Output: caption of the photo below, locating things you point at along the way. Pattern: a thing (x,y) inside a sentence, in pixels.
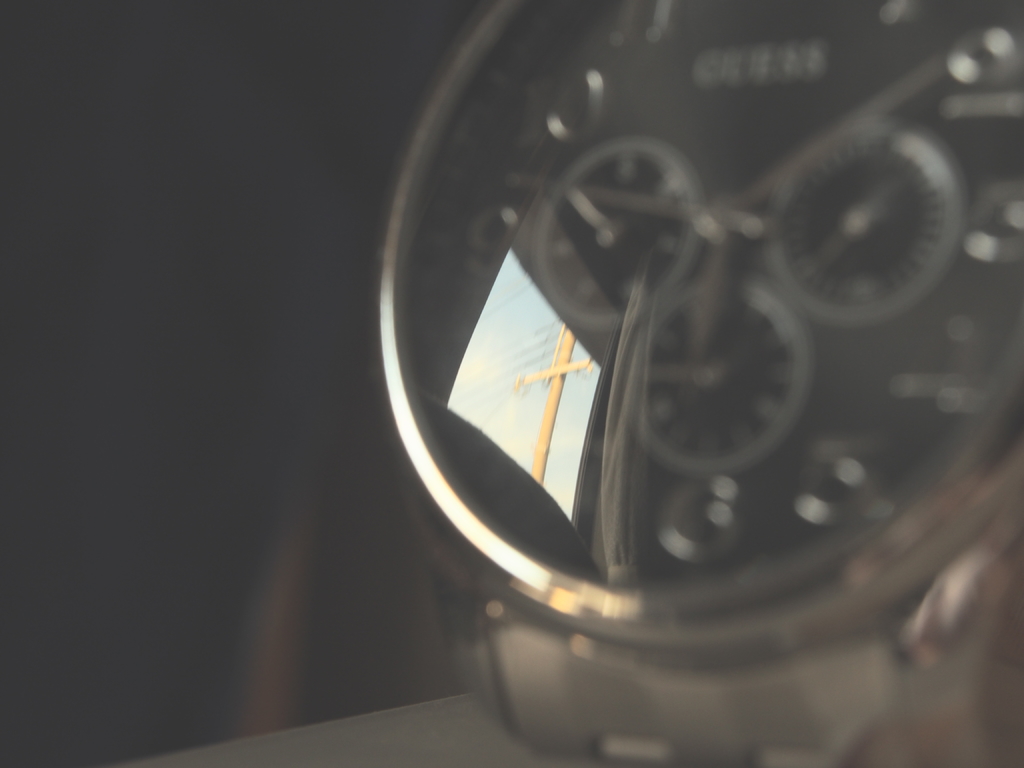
In this image we can see a watch (690,304) on the right side (727,43) and we can see reflections (558,397) of a pole (553,412), wires (520,351) and clouds (495,385) in the sky (569,438) on the watch glass (593,340). In the background (194,223) the image is dark.
